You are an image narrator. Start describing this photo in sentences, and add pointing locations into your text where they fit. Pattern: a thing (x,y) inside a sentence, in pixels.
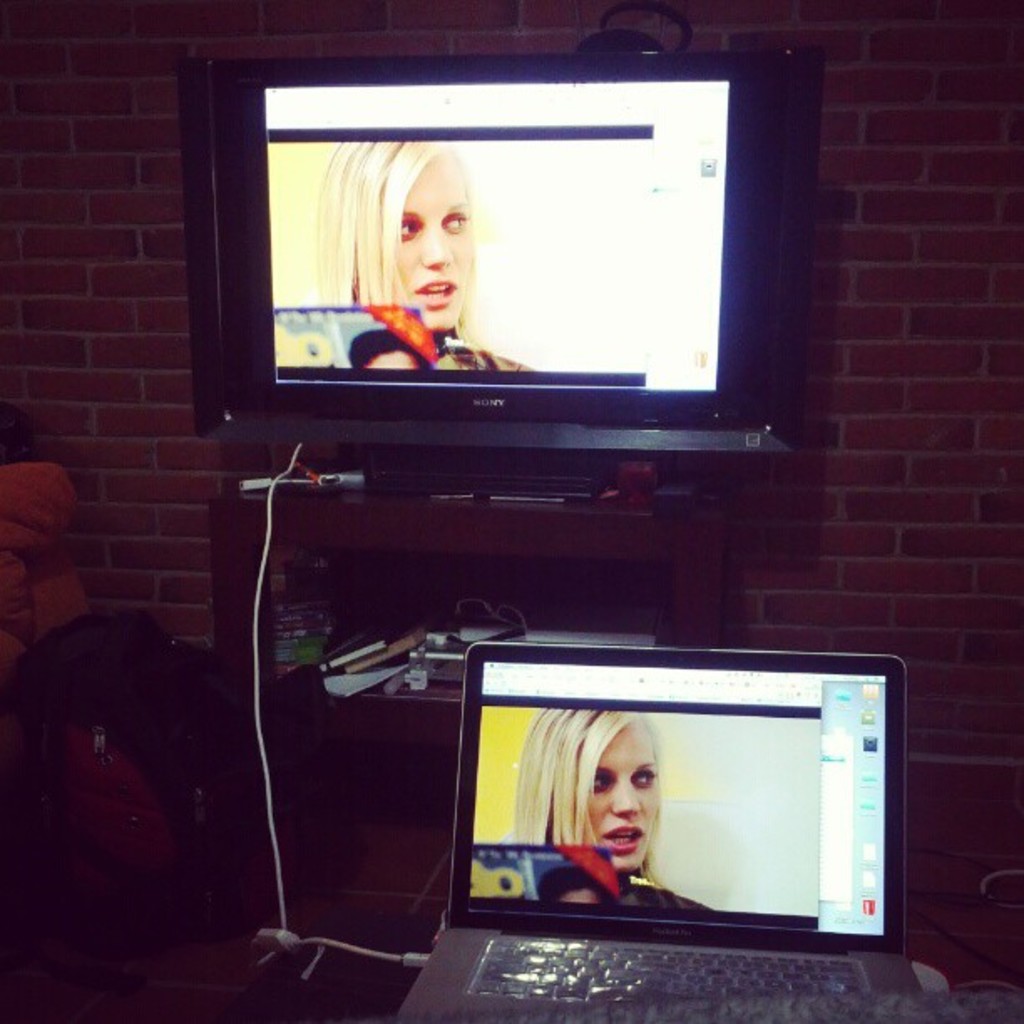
In this image there is a laptop (590,941) in the front (615,941). In the background (496,499) there is a table (483,514) and on the table (532,514) there is a television (449,302) and there are objects (399,650) in the shelf (395,568) of the table (361,581). On the left side (120,792) there are objects (111,732) which are black and orange in colour.
